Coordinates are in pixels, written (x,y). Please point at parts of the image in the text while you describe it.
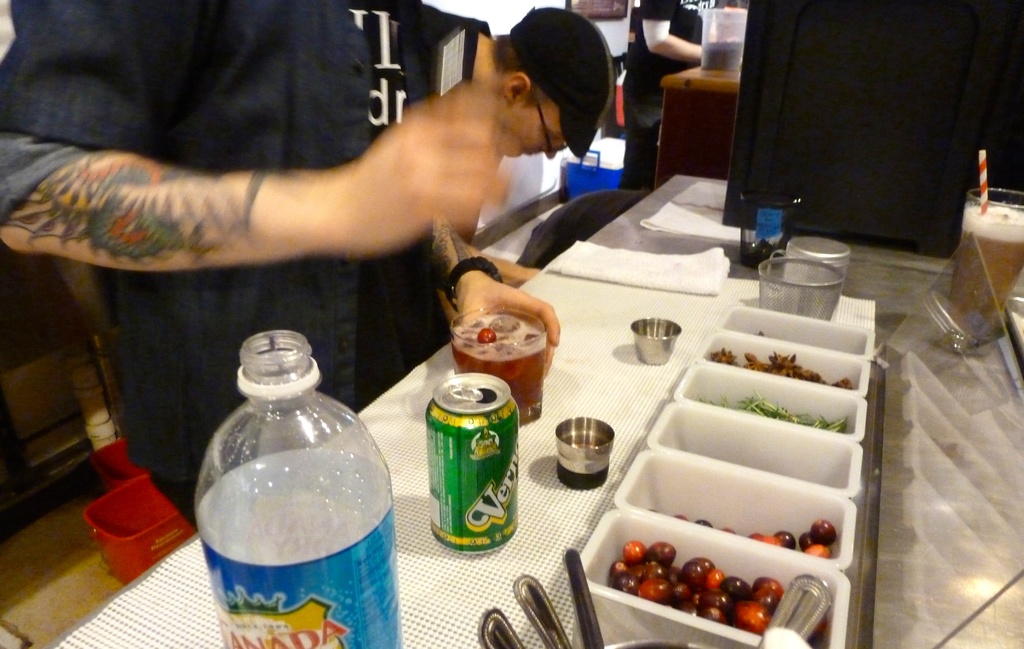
There is a water bottle (280,551), tin (483,386), glass of drink (499,352), small cups (608,437), spoons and small boxes (723,522) containing food (764,415) in it on a table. Beside it there are few people (259,188).
